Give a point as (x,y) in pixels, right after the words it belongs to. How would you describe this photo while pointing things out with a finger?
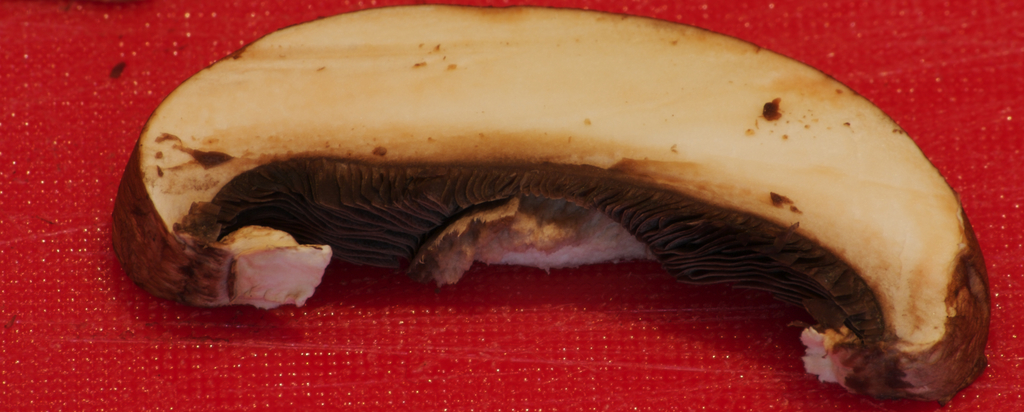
In this picture we can see some food (284,286) on a red surface (572,397).
